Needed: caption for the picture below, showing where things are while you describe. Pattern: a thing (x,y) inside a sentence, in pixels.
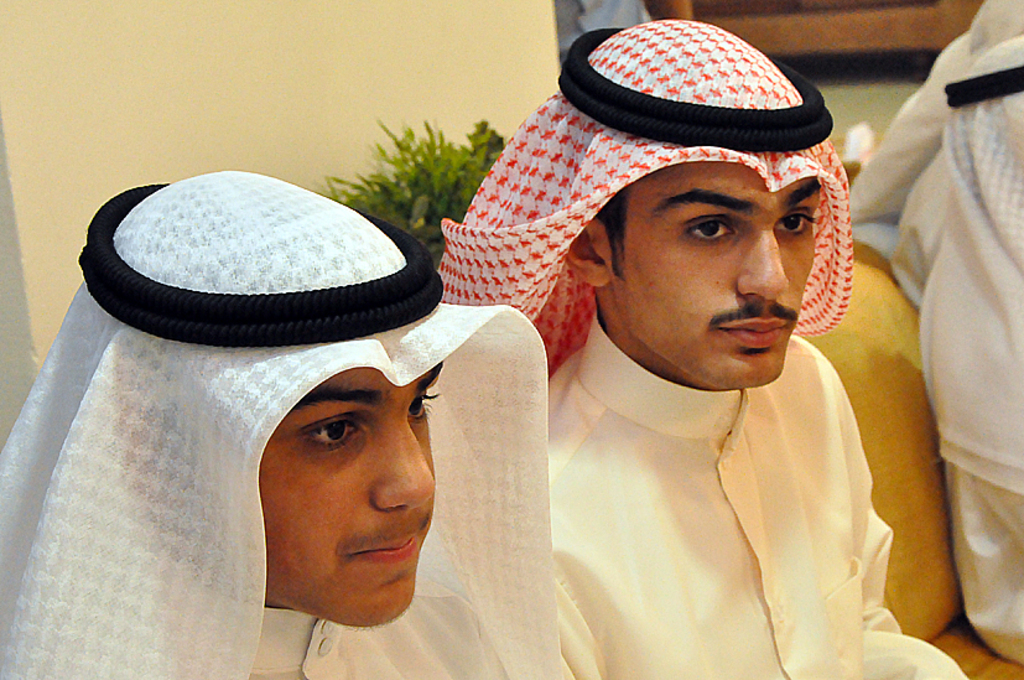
In this image I can see two men (594,593) are wearing white color dresses (663,563), headgear (252,406) and sitting on a couch (936,596). On the right side (989,366), I can see another person (942,296) is wearing white color dress (985,276). At the back of these people (1006,233) I can see a plant (424,187) and wall (400,99). On the right top of the image (800,20) there is a bench (805,16) and also I can see a person (608,12).
